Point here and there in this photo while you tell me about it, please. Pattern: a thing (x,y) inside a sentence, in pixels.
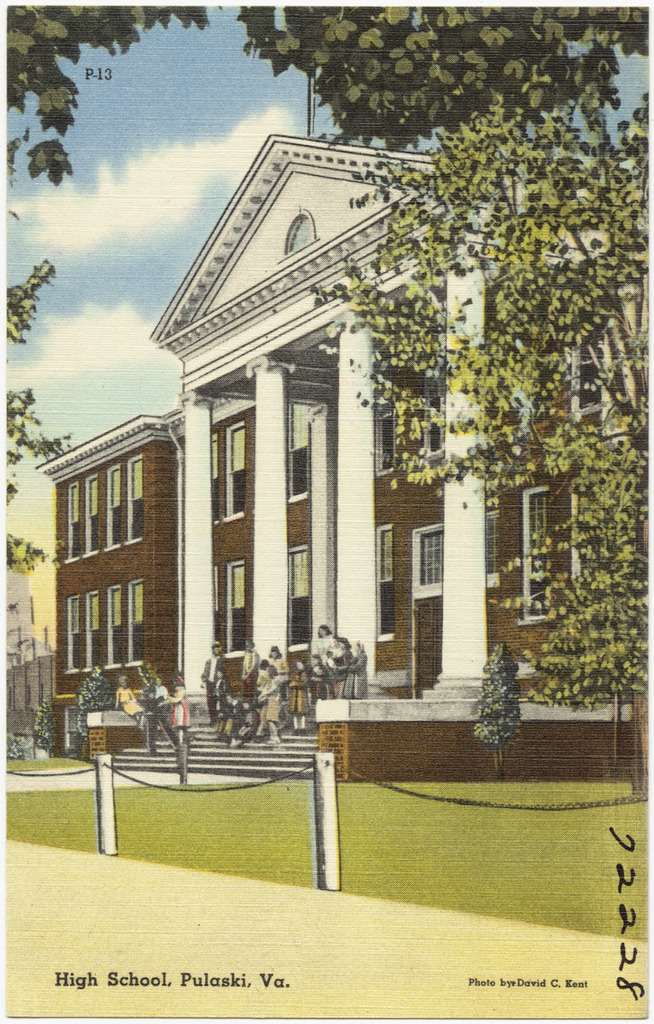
In this image we can see a sketch (347,604) of building (390,487) and few people (328,677) standing on the stairs (192,746) in front of the building (321,742), there are few trees (503,355), rods (112,792) with chains (366,780) and the sky (164,209) with clouds (136,320) in the background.
